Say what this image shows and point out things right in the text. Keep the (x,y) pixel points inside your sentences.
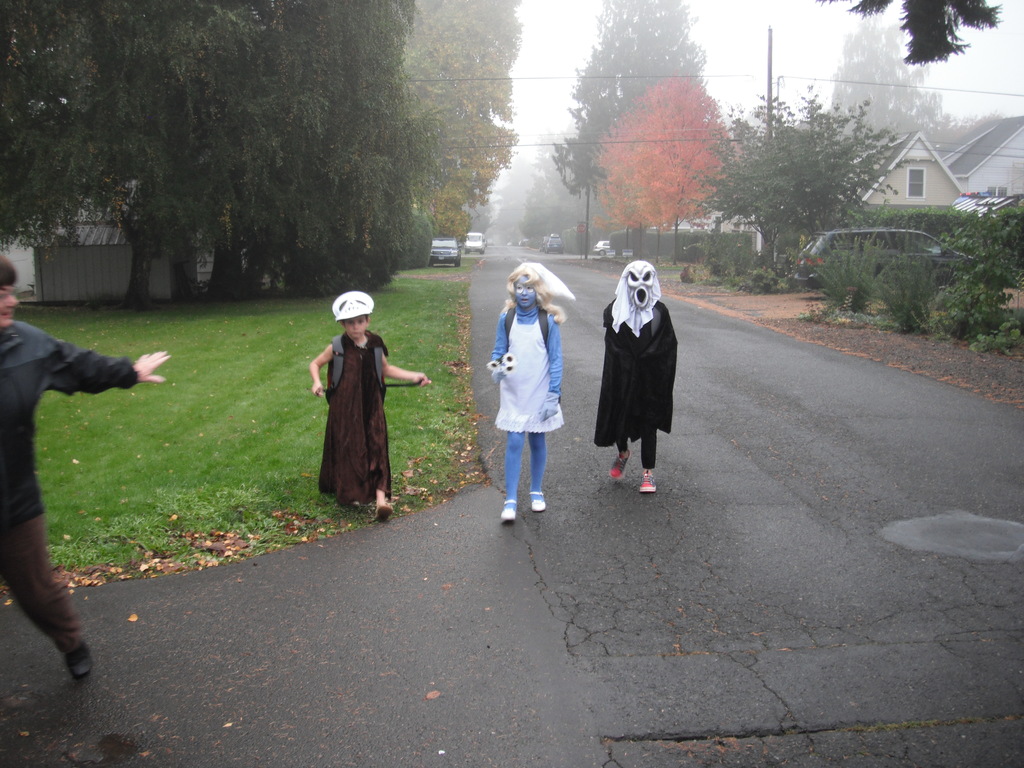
This is an outside view. Here I can see four persons (382,424) are walking on the road (345,559). Three persons (541,399) are wearing costumes (604,386). In the background (471,241) there are some cars (551,246) on the road (505,258). On the both sides of the road (495,269) I can see the trees (683,179) and buildings (937,172). On the left side (187,435), I can see the grass (188,435). At the top (568,38) I can see the sky (551,26).
